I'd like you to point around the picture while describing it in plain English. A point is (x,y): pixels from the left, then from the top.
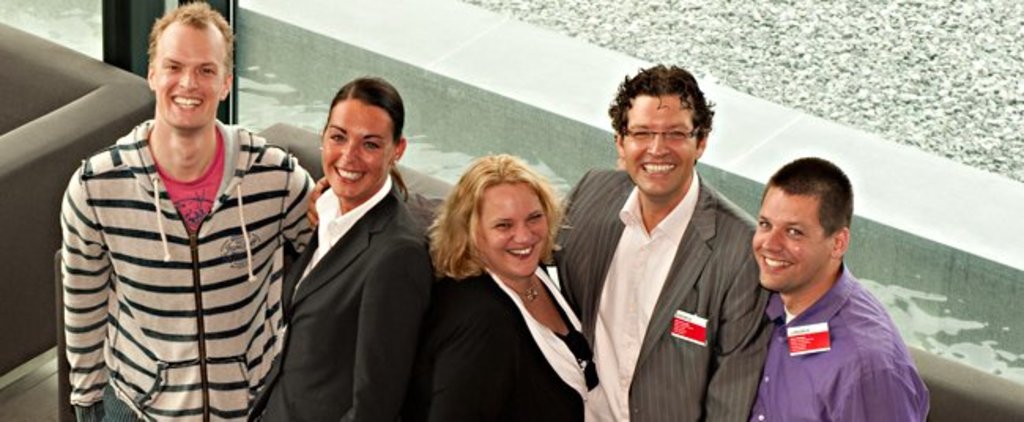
In this image we can see a group of people (481,272) are standing. There are two couches (53,125) in the image. There is a glass wall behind the persons (145,254).
